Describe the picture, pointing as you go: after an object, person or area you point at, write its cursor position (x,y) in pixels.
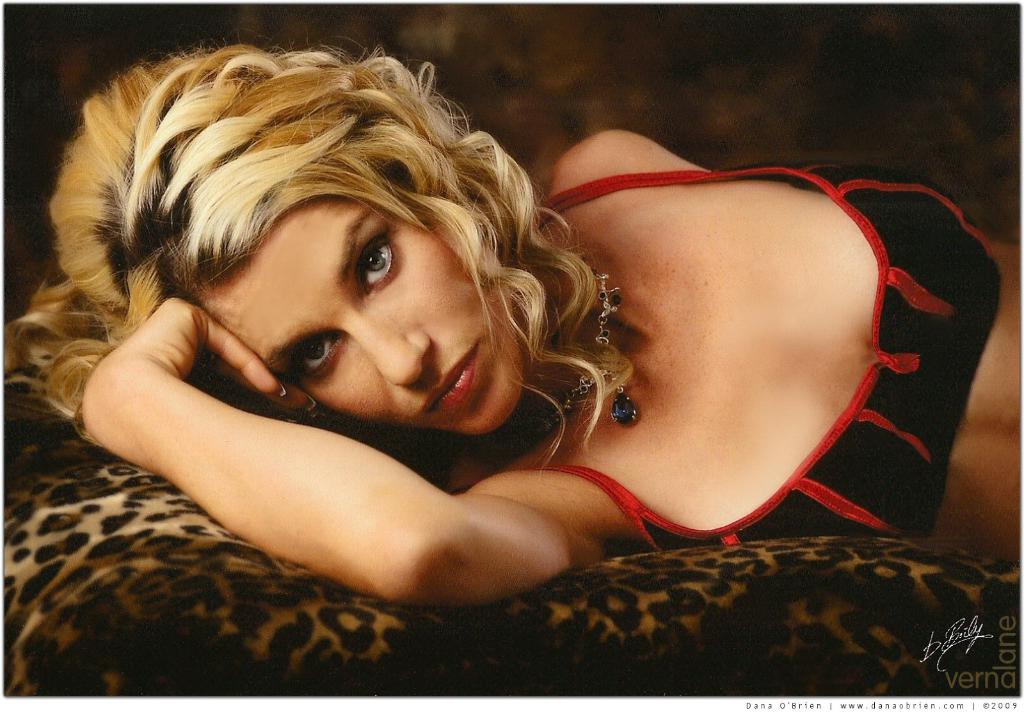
In this picture we can see a woman (426,578) lying on the bed (129,615). She has blonde hair (384,181) and she wear a chain (620,408) with blue pendant (625,414).
